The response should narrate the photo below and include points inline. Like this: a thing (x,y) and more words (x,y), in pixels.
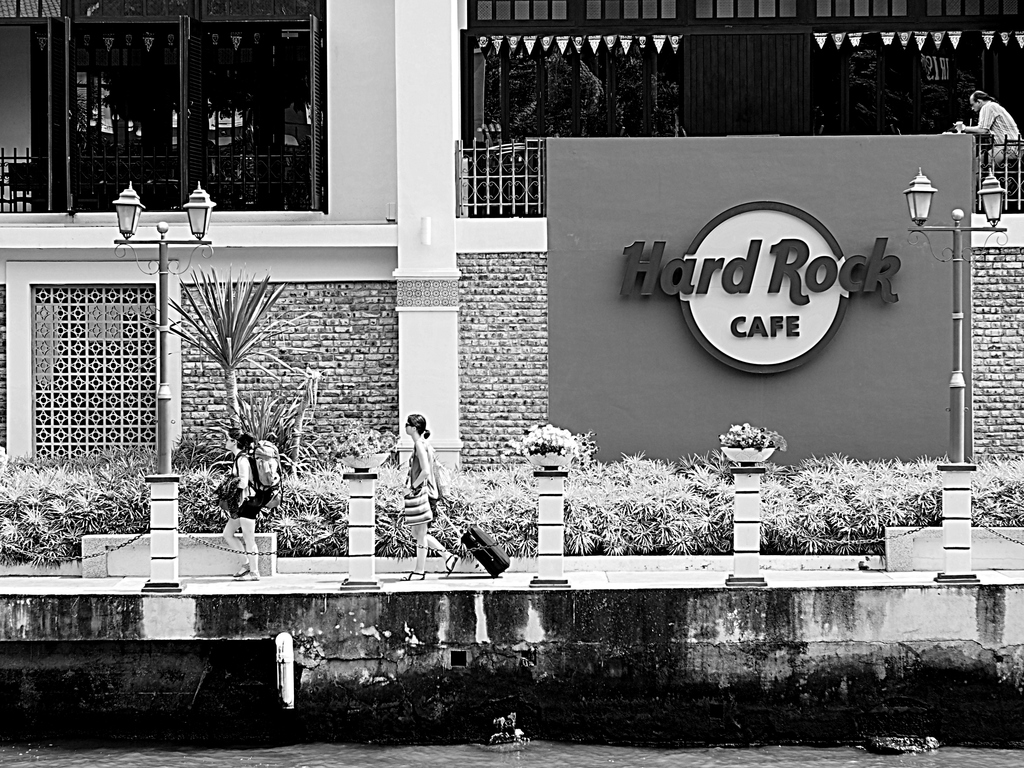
This is a black and white image and here we can see a building (476,307) and there are people (412,504) walking on the walkway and are wearing bags (406,516) and holding some objects (476,532) and we can see plants (221,457), lights (996,195), railings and there are flags (499,47). At the top (991,99), we can see a person (978,103) sitting on the bench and there are chains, pillars (742,533) and flower pots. At the bottom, there is water (625,748).
